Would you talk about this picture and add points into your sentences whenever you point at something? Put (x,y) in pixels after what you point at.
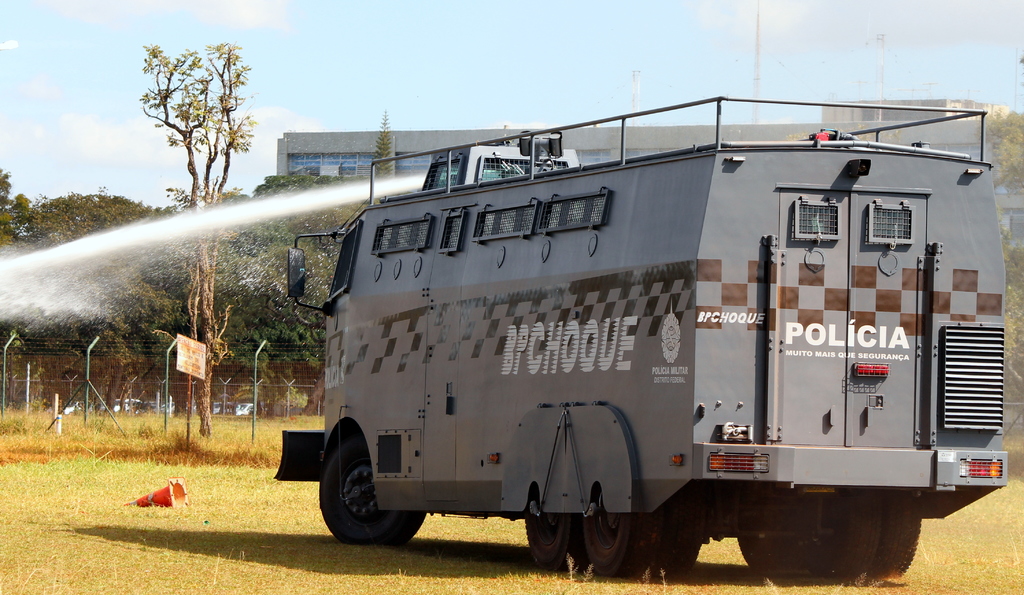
In this image we can see one building (350,140), two fences (146,391) with poles (72,391), one safety pole (181,480) on the ground (167,473), one board (189,364) with text (189,364) attached to the pole (190,418), some white objects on the ground (189,435), some water (20,270), one vehicle (523,200) with text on the ground (176,456), some poles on the top of the building (667,143), some trees (299,230), bushes (36,407), plants (75,419) and grass (171,424) on the ground (274,511). At the top (551,37) there is the sky (402,108).
